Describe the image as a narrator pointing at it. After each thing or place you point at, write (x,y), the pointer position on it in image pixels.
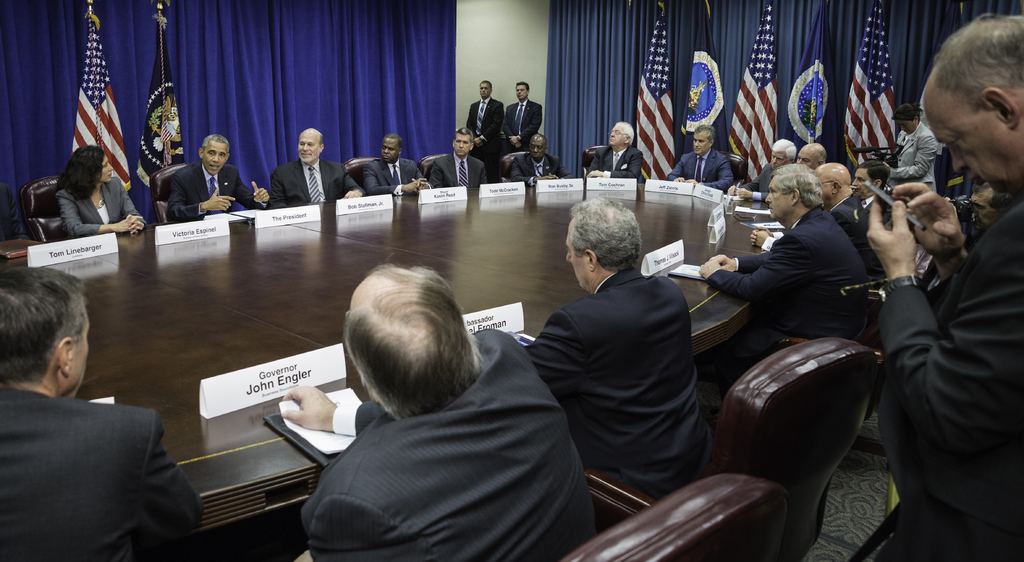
There are group of people (459,176) sitting in chairs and there is a table (317,281) in front of them and there are few people (991,246) standing in the right corner (997,257) and there are flags (710,56) placed in front of a blue curtain (736,49) behind them.
